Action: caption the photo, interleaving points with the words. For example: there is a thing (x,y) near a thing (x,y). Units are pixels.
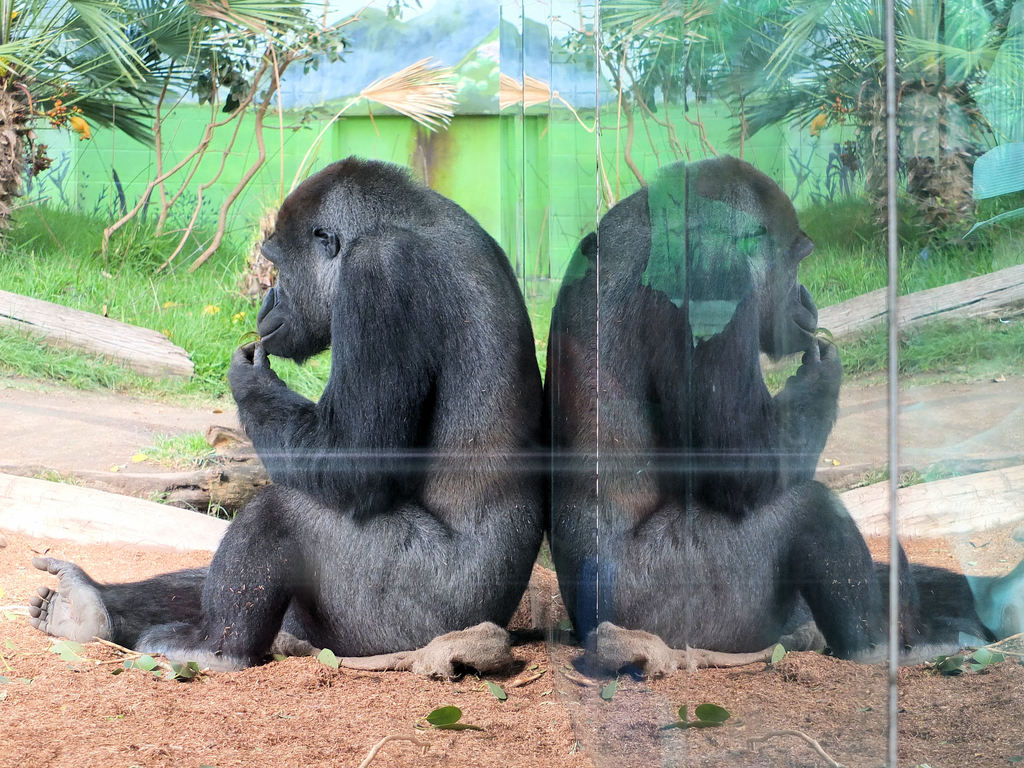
In the picture we can see a monkey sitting on the muddy path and leaning to the glass wall (858,643) and beside the monkey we can see a poster (129,152) with a painting (114,139) of grass (946,354), plants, trees (158,130) and hills (565,84).
